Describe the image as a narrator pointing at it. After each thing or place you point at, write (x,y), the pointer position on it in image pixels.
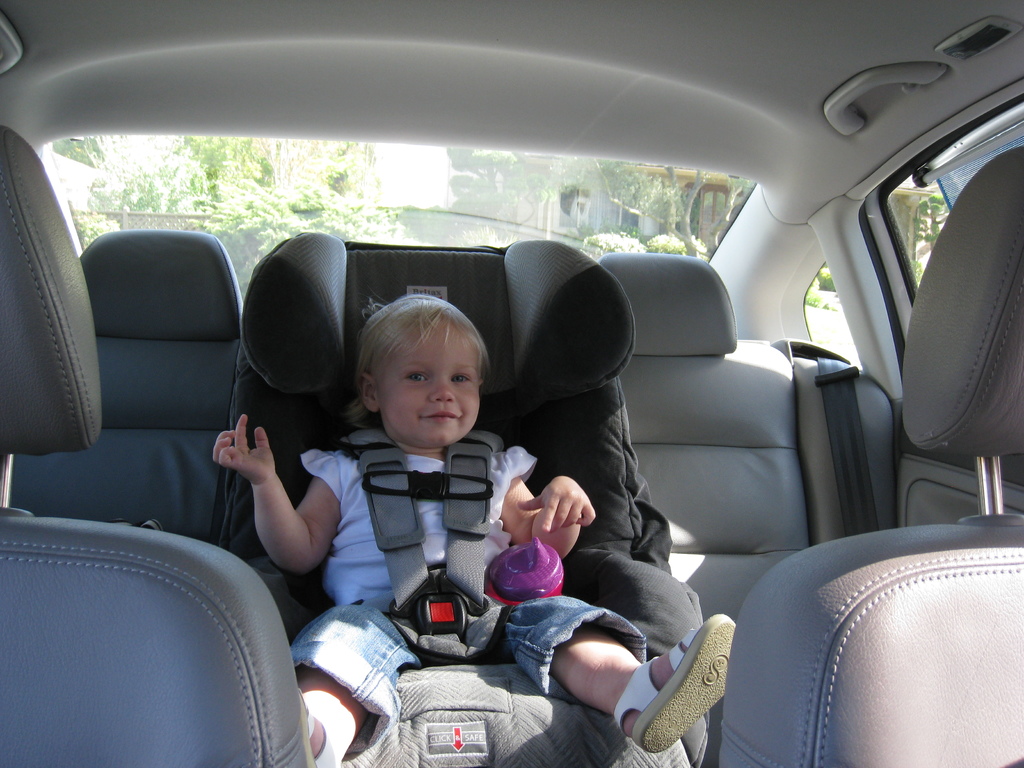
In this picture there is a baby (682,695) at the center of the image (378,401) in a car (281,725), there is a milk bottle (507,554) at the right side of the baby (527,521) and she is smiling looking in front of the direction in the image.
